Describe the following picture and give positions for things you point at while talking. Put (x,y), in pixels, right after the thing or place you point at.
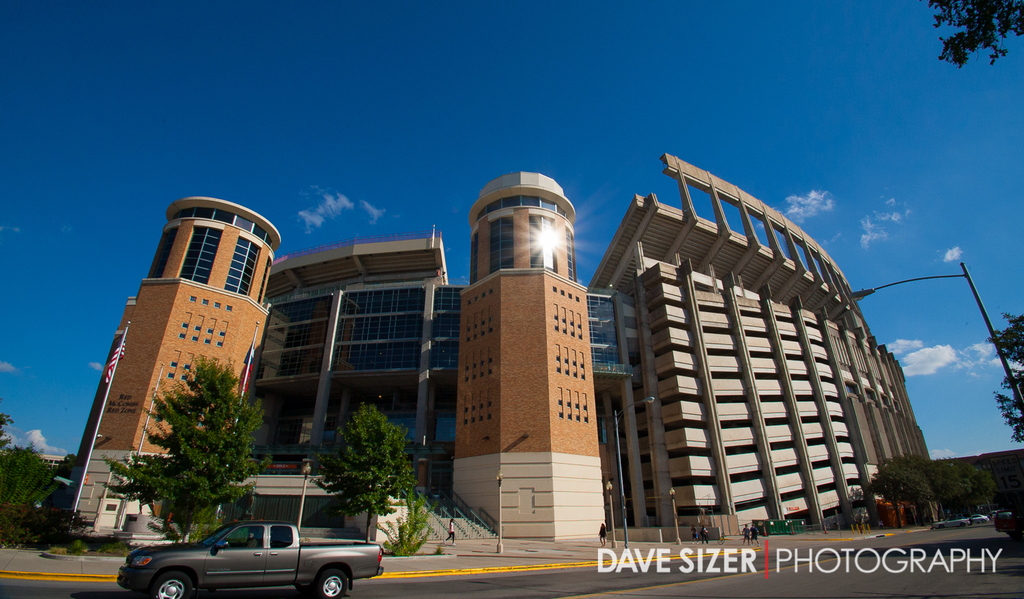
In this image we can see the buildings (784,402), glass windows (570,402), beside that we can see the flags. And we can see trees (327,480), beside that we can see street lights (306,468). And we can see people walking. And we can see vehicles (305,544) on the road (439,586), at the bottom (702,563) we can see the watermark (770,556), at the top (79,125) we can see the sky (345,115) with clouds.
